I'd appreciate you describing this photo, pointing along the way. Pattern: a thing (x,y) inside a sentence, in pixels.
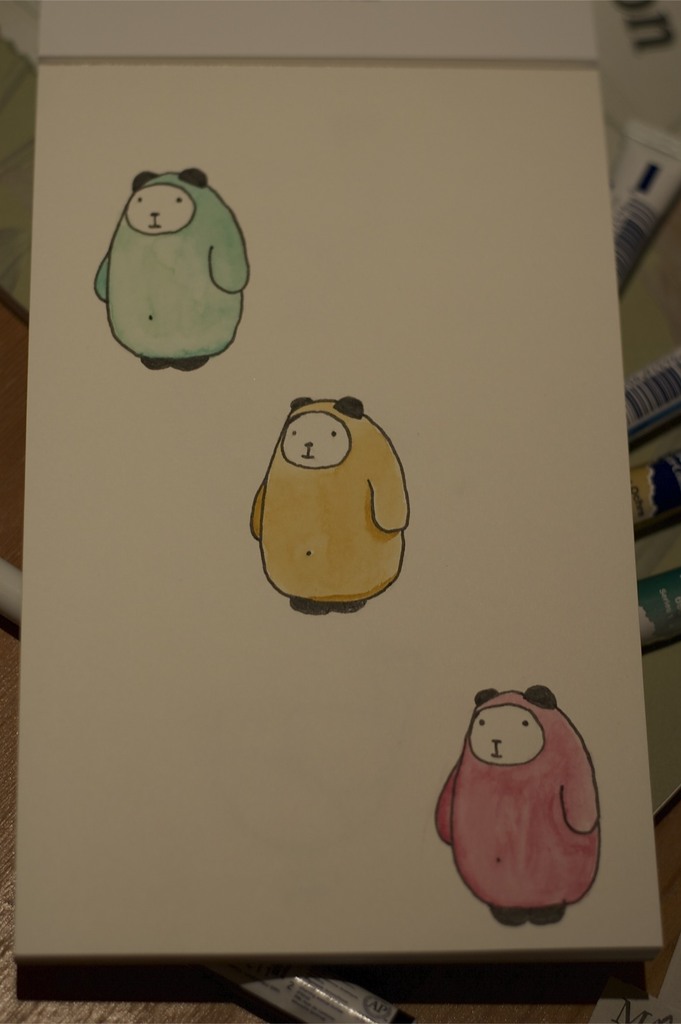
There is a paper (220,246). On the paper (374,711) there are paintings (116,301). Below the paper (176,299) there are paint tubes (646,215). Also there is a surface (418,968).
